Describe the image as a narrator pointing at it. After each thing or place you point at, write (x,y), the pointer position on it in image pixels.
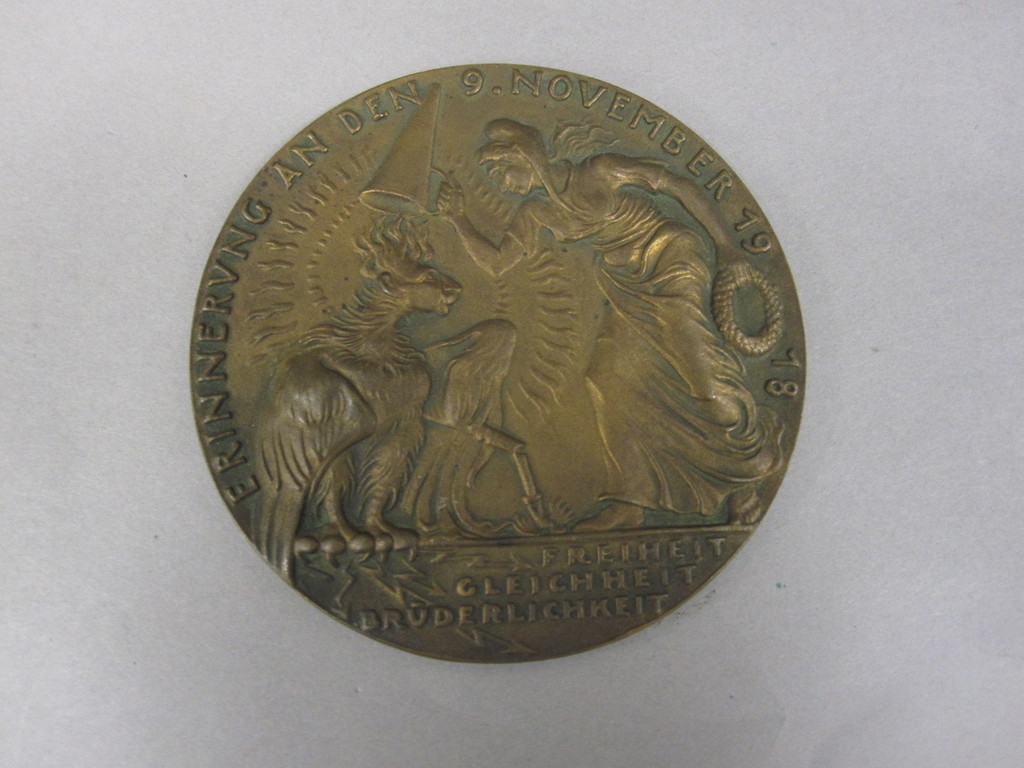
In the center of the image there is a coin (291,172).
